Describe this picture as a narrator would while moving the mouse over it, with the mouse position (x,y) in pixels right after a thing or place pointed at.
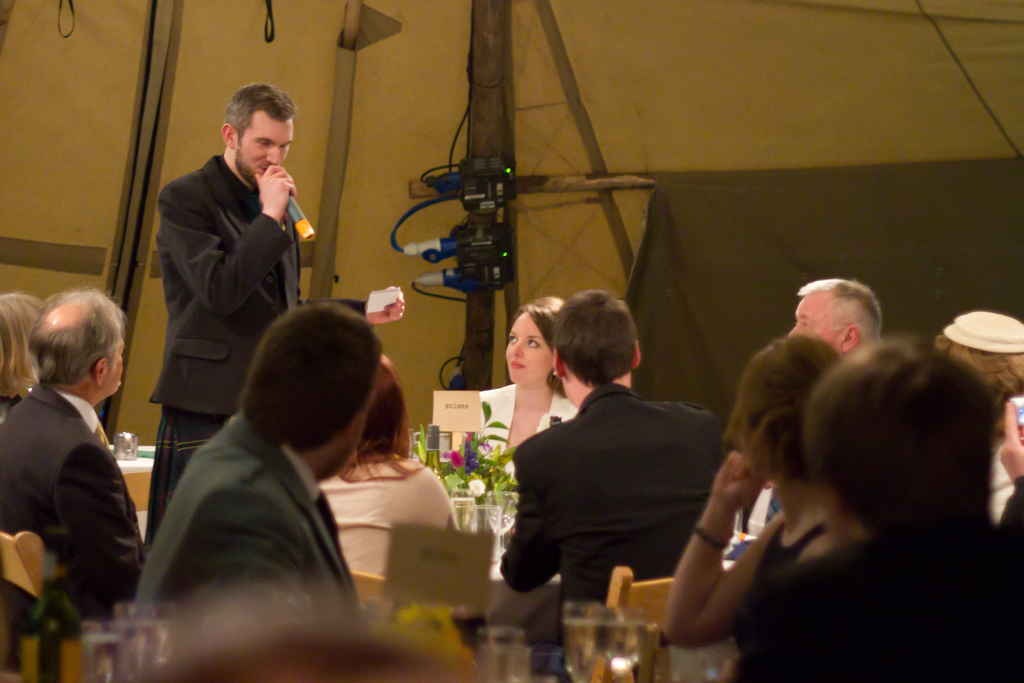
In the given image i can see a people (208,266), mike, flower pot (509,477), chairs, glasses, electronic gadget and some other objects (405,541).
